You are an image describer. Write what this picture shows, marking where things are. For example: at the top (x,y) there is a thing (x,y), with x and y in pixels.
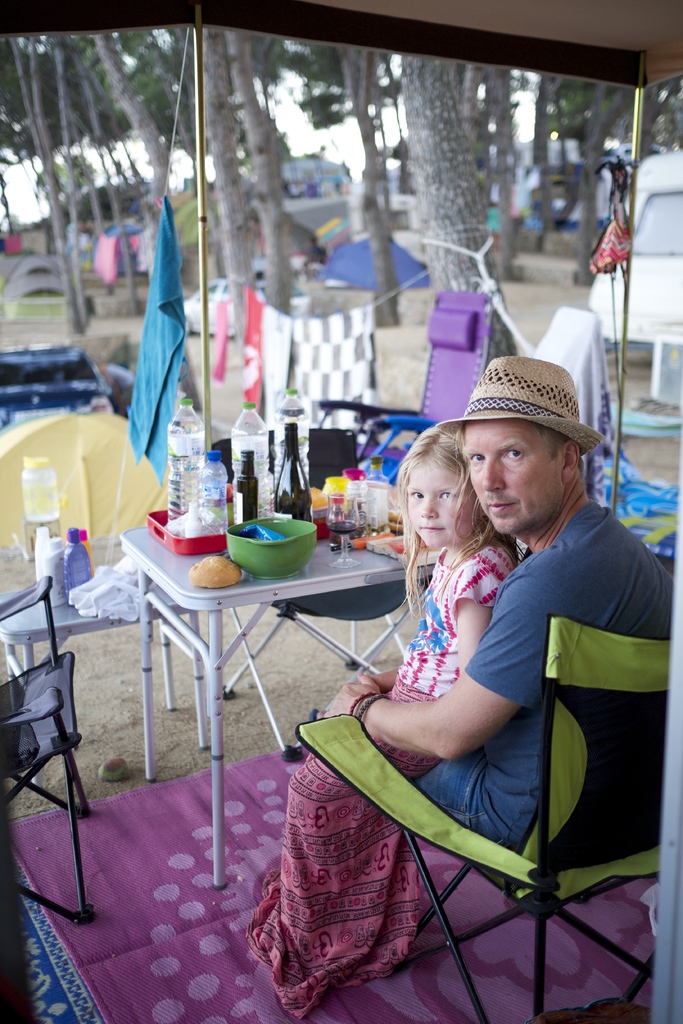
On the right side of the image (486,625) there is a man (534,645) and a girl (458,621) are sitting on the chair (532,864). In front of these people (416,676) there is a table (330,574), on that few bottles (275,458), bowl (289,540) and glasses (354,523) are placed. In the background (343,96) I can see trees (191,96). On the left side of the image (49,741) there is a chair (46,729).
